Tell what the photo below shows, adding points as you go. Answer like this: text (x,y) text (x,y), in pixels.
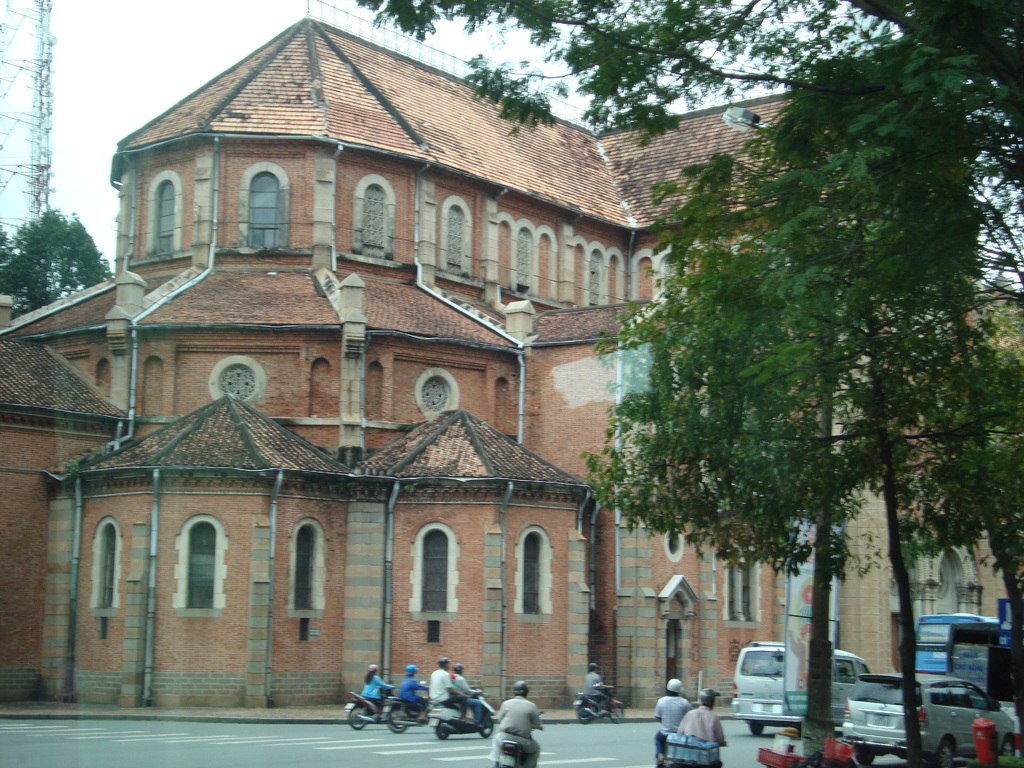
In this image we can see some buildings (536,400). At the bottom of the image (490,708) there is the road (454,754) with some vehicles (897,705). On the right side of the image (884,461) there are some trees (915,325), poles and other objects (986,731). In the background of the image (225,19) there are some trees (38,233), the sky (86,147) and other objects (49,119).
